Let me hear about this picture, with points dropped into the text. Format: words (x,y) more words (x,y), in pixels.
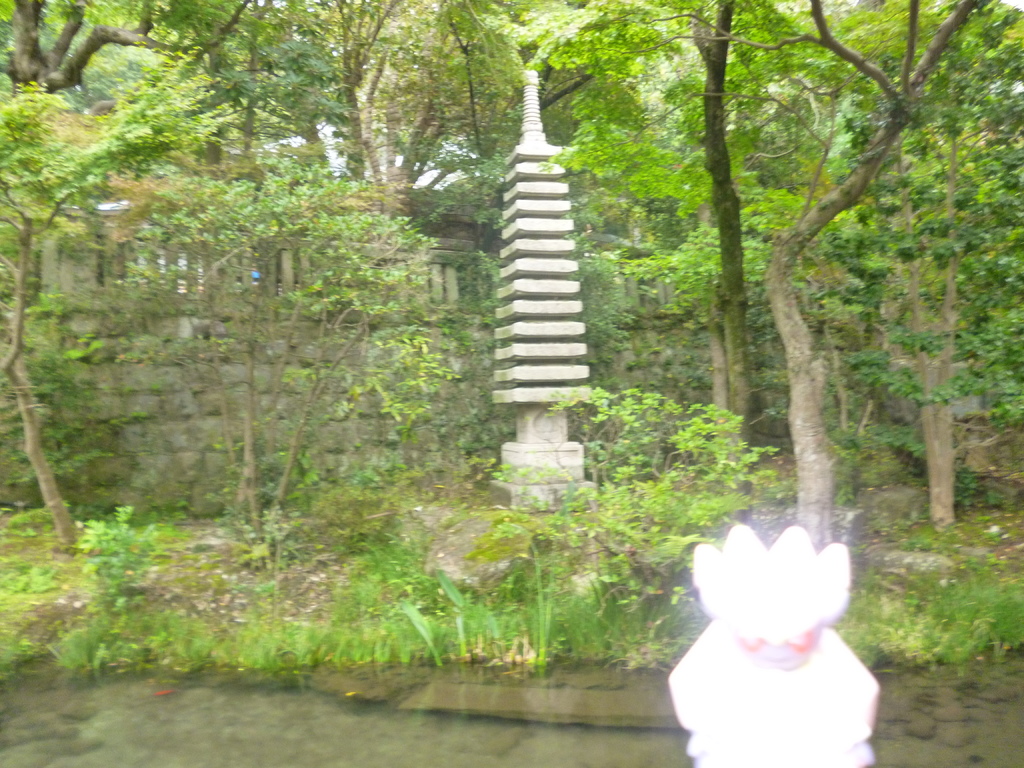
In this image there are trees (991,121), there are plants (338,592), there is a lake (502,712), there is an object (775,688) truncated towards the bottom of the image (765,666), there are trees (966,169) truncated towards the right of the image (988,165), there are trees (11,372) truncated towards the left of the image (30,75), there is an object (534,451) on the ground (399,542).
